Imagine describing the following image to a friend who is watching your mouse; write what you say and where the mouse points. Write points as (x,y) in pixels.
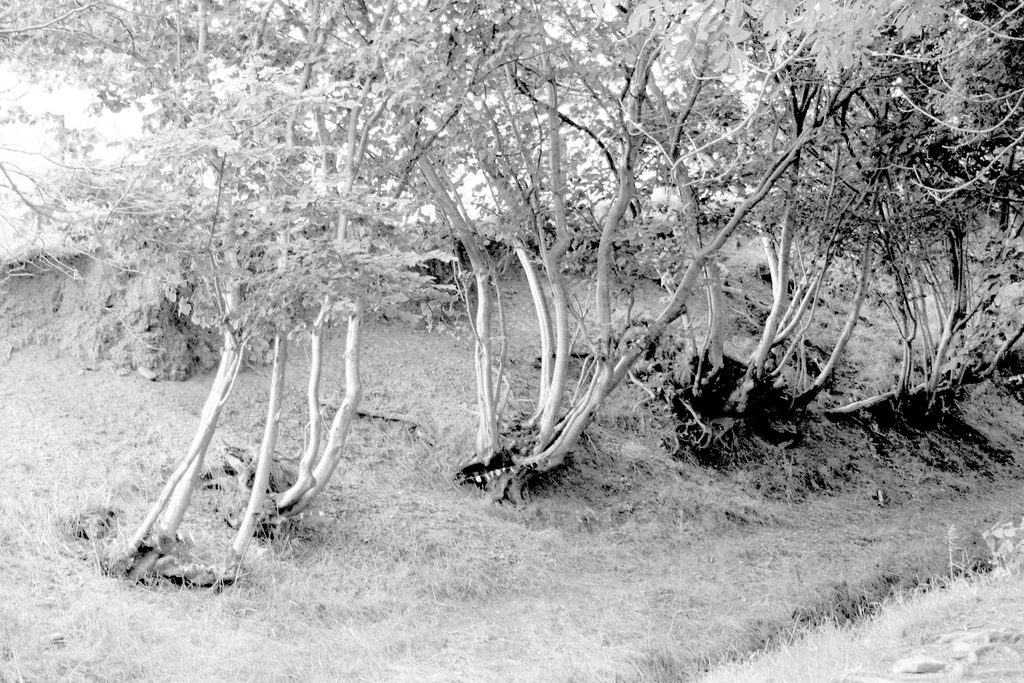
In this picture I can see grass (698,561), plants (993,528) and trees (498,38).
